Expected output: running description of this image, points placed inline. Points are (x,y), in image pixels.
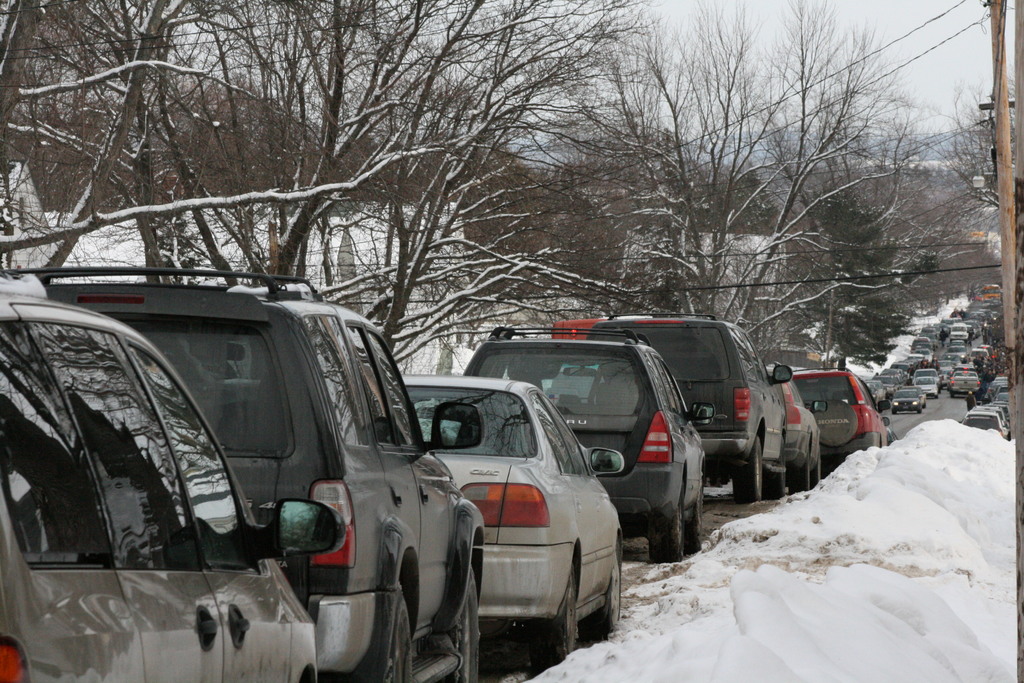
In the foreground of the picture (530,450) there are cars (70,583), snow (851,482), pole (1004,52) and cables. In the picture there are trees (474,215), cars (957,376) on the road (953,341) and snow (131,230).
